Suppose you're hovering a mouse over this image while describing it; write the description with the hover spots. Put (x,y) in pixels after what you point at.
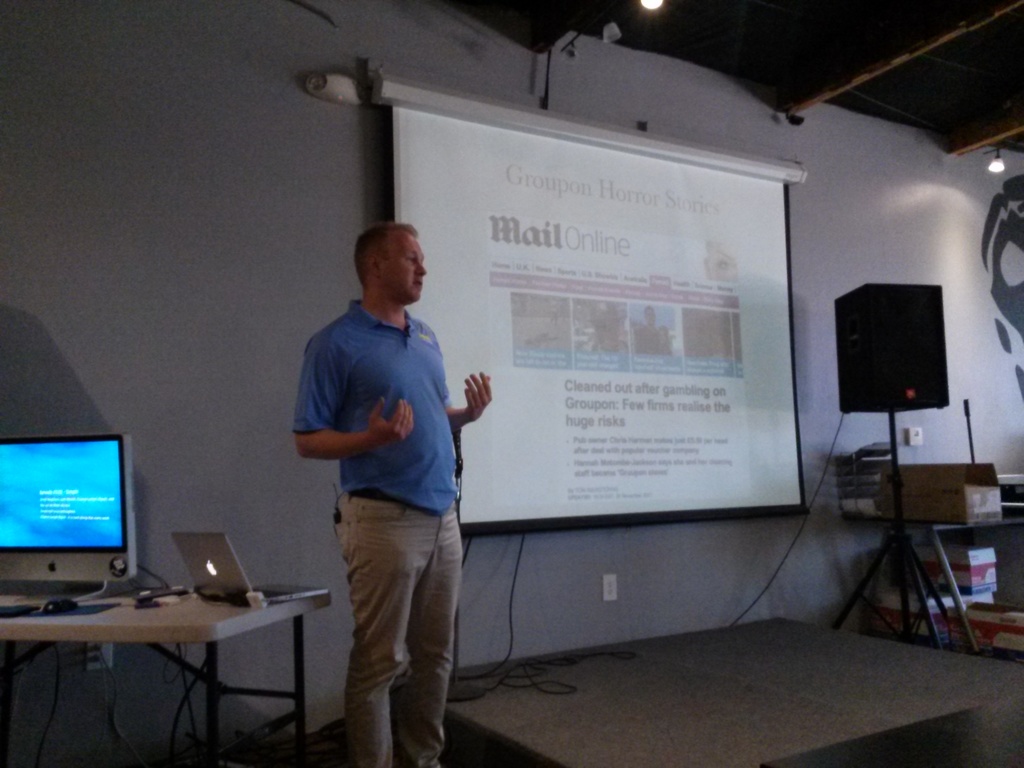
A man (361,442) is standing and talking. Beside him there is a table (109,597) with computer (102,534), laptop (211,547), mouse (60,602) and mousepad (96,609). There is a screen (666,272). Also there is a speaker (902,391) with a stand (878,564). There is a table (949,526) on the right side (968,525). On the table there are some boxes (932,490) and some books (875,471). On the wall (126,649) there are sockets (107,661).
